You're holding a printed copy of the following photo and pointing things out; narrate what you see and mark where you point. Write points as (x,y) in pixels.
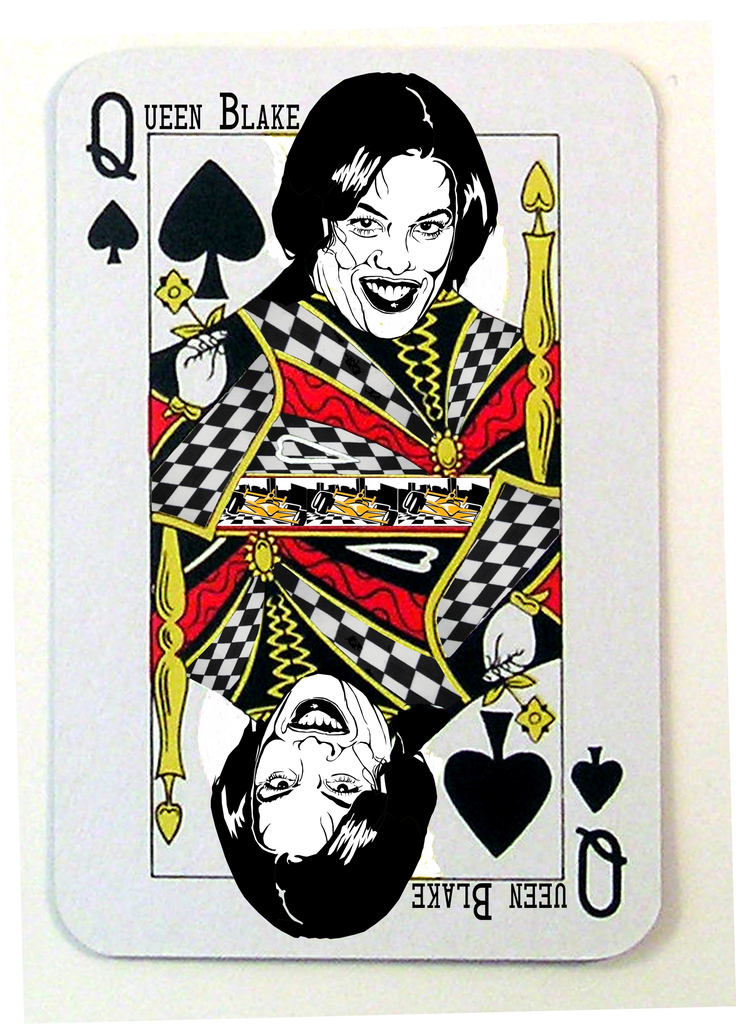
In the center of the picture (321,514) we can see a playing card (440,636).
